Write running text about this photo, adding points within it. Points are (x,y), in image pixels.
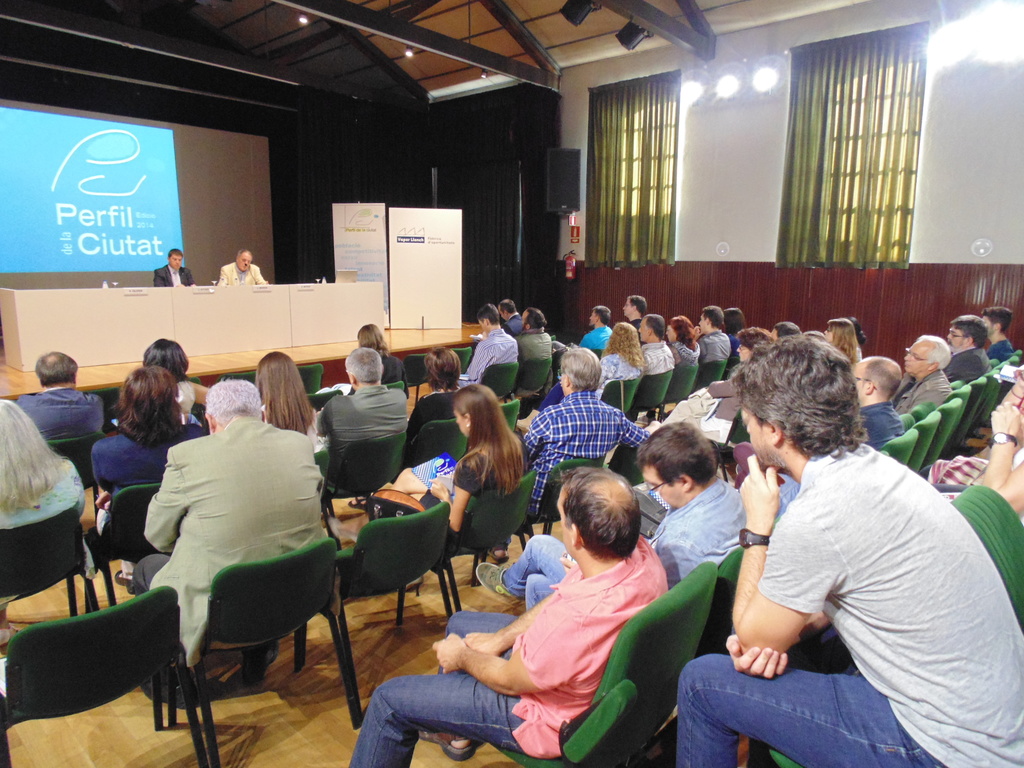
In this image we can see many people (604,620) are sitting on the green chairs (671,672). In the background (362,240) we can see a banners (355,264), people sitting near the table (219,312), projector screen (24,207), curtains (825,178), fire extinguishers (572,267) and speaker boxes (548,195).
